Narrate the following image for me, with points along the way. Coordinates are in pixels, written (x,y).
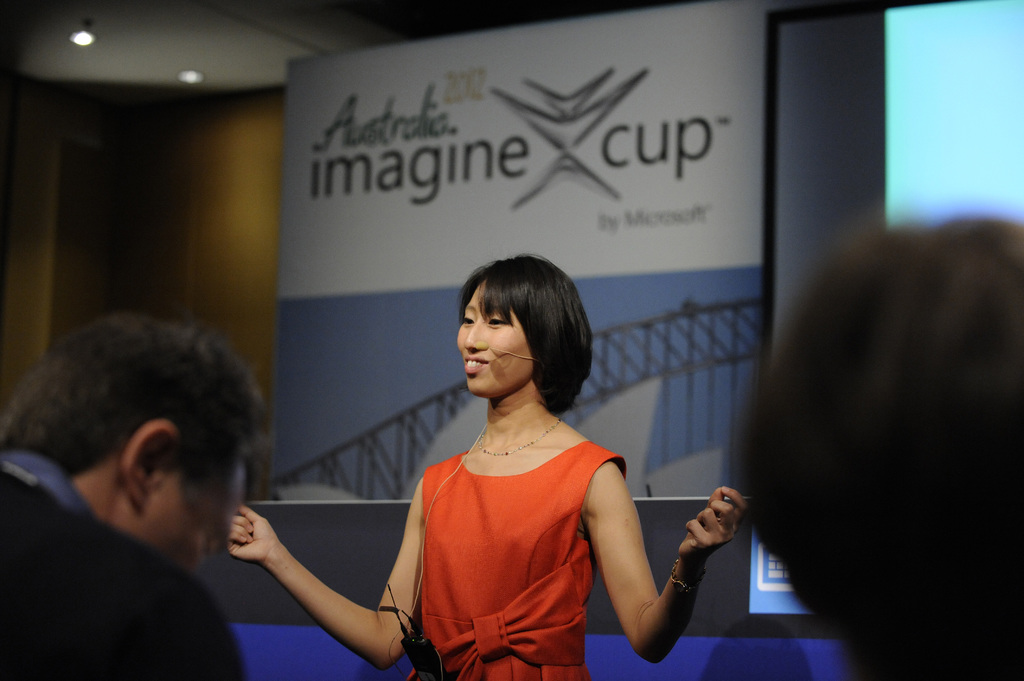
In this image I see a woman (505,390) over here who is wearing orange color dress (483,544) and I see the black color thing (433,665) over here and I see that she is smiling and I see 2 persons (112,383) over here. In the background (467,421) I see the board (296,347) on which there is something written and I see the screen (1000,92) over here and I see the lights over here.
